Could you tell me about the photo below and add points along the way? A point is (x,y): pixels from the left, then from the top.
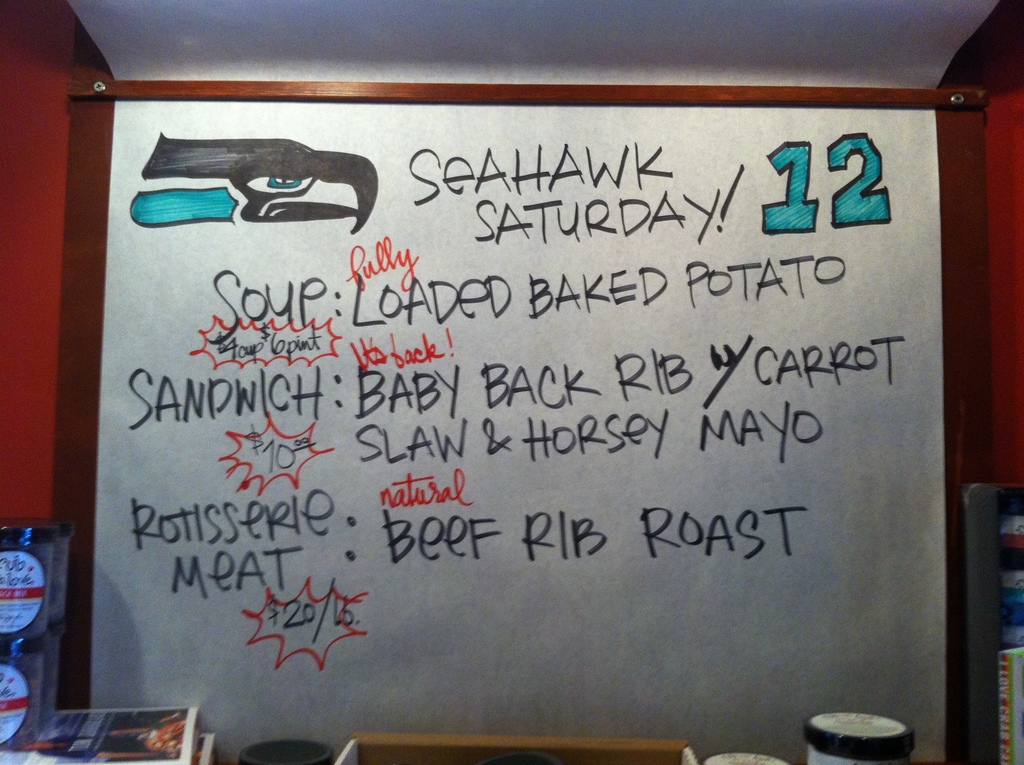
In the foreground of the picture (123,720) there are books (59,714), jars (19,629), cup (882,764) and other objects (601,759). In the center of the picture (417,291) there is a board (272,243), on the board (342,361) there are number (801,182), text (501,306) and drawing (269,177). On the top (425,50) it is ceiling (494,50).
